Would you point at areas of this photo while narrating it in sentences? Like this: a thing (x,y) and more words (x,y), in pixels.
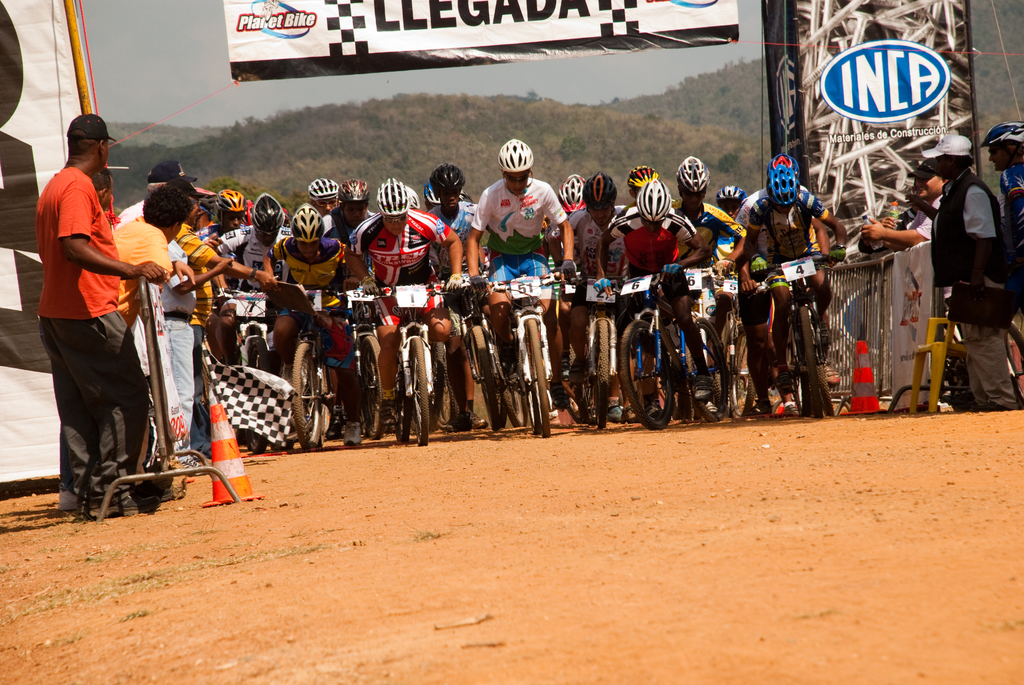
In this image, group of people (817,224) are riding a bicycle (539,372). They wear helmets (691,192) on his head (652,221). Right side (992,335), few peoples (936,276) are standing. And the person (910,240) is holding a bottle (892,214). And few are wear a cap (912,175) on his head (920,190). Here we can see a banner (857,85) and the middle of the image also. Left side (99,434), few peoples (86,421) are standing near road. There is a traffic cones (216,438). The background (270,148), we can see mountains (546,128) and sky (184,71).
